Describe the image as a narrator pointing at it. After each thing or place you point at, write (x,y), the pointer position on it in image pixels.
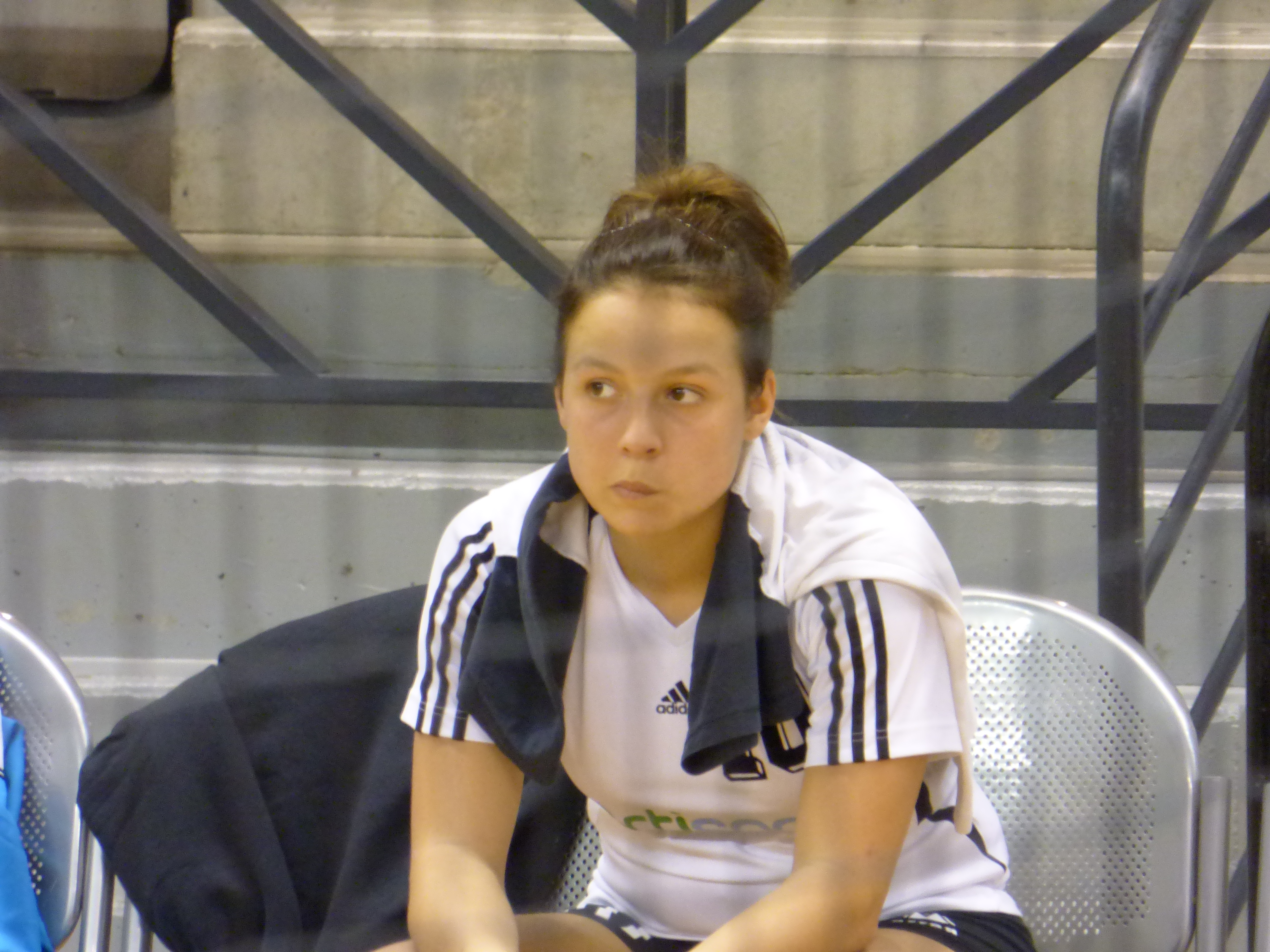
In this picture I can see a woman (801,633) who is sitting on a chair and I see that she is wearing white and black color jersey (670,743). Beside her I see another chair (79,841) and few clothes (137,842), which are of blue and black in color. In the background (281,36) I see the railing (62,167) which is of black in color.
